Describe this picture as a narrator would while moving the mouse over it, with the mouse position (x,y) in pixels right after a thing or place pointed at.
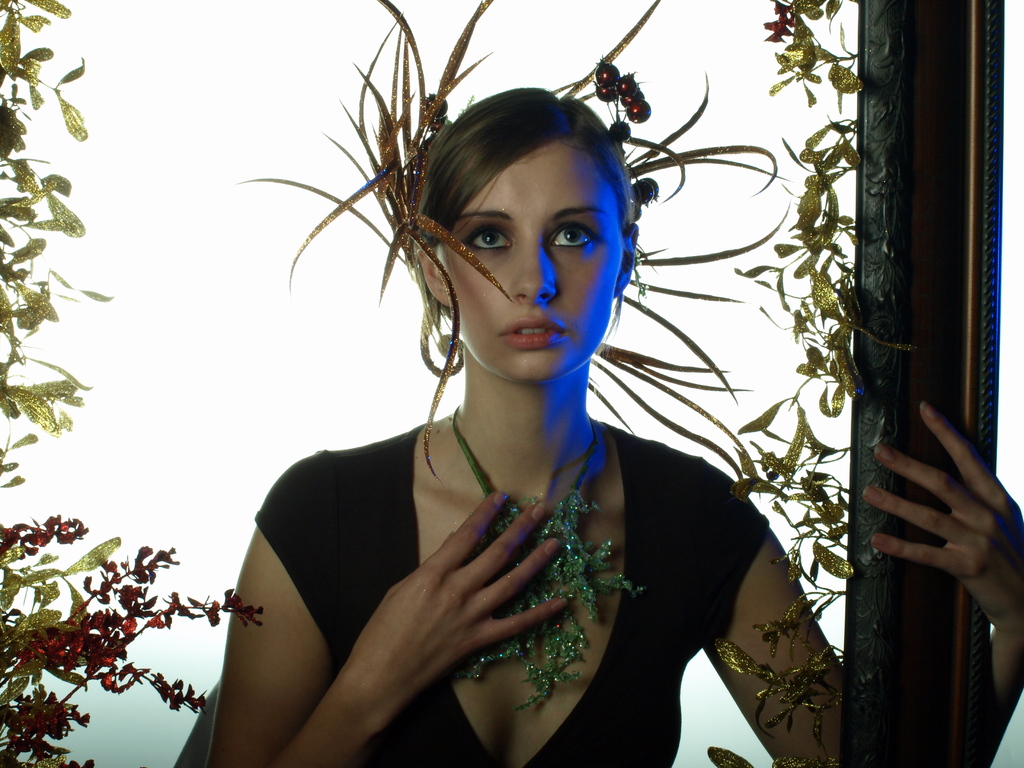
In the picture I can see a woman (488,451) is standing. The woman (497,567) is wearing black clothes (405,517), a necklace (574,531) and some other objects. In the background (839,387) I can see plants (77,622). The background of the image (244,413) is white in color.
